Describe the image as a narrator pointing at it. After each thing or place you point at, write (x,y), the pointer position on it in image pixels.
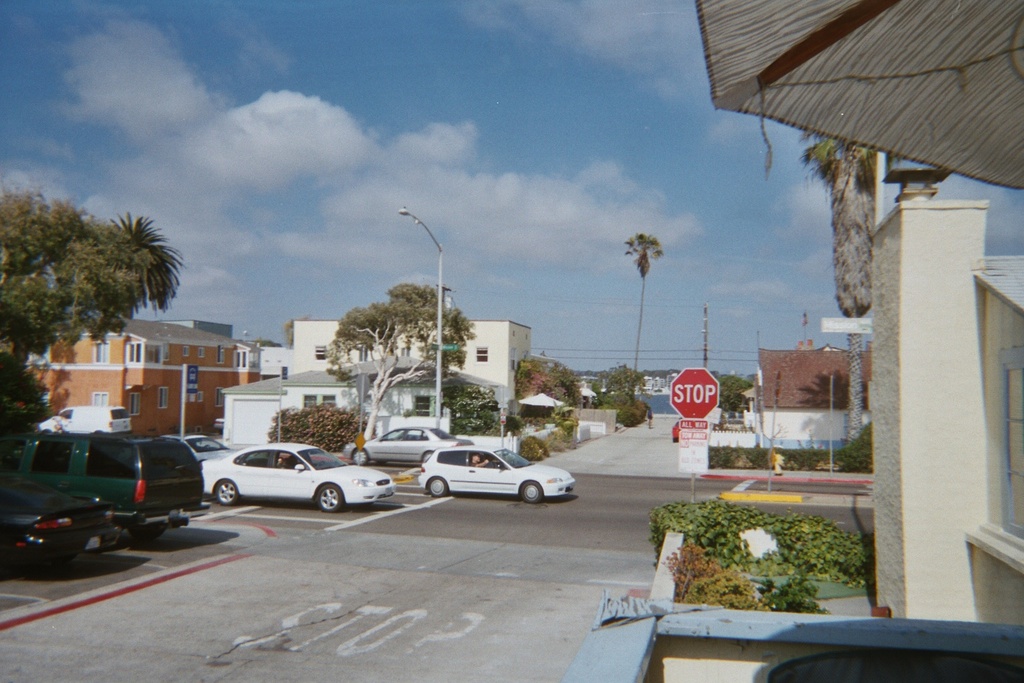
In this picture I can see vehicles (390,454), there are poles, boards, there are buildings (891,577), there are plants (472,417), trees (3,204), and in the background (680,162) there is the sky (593,160).
